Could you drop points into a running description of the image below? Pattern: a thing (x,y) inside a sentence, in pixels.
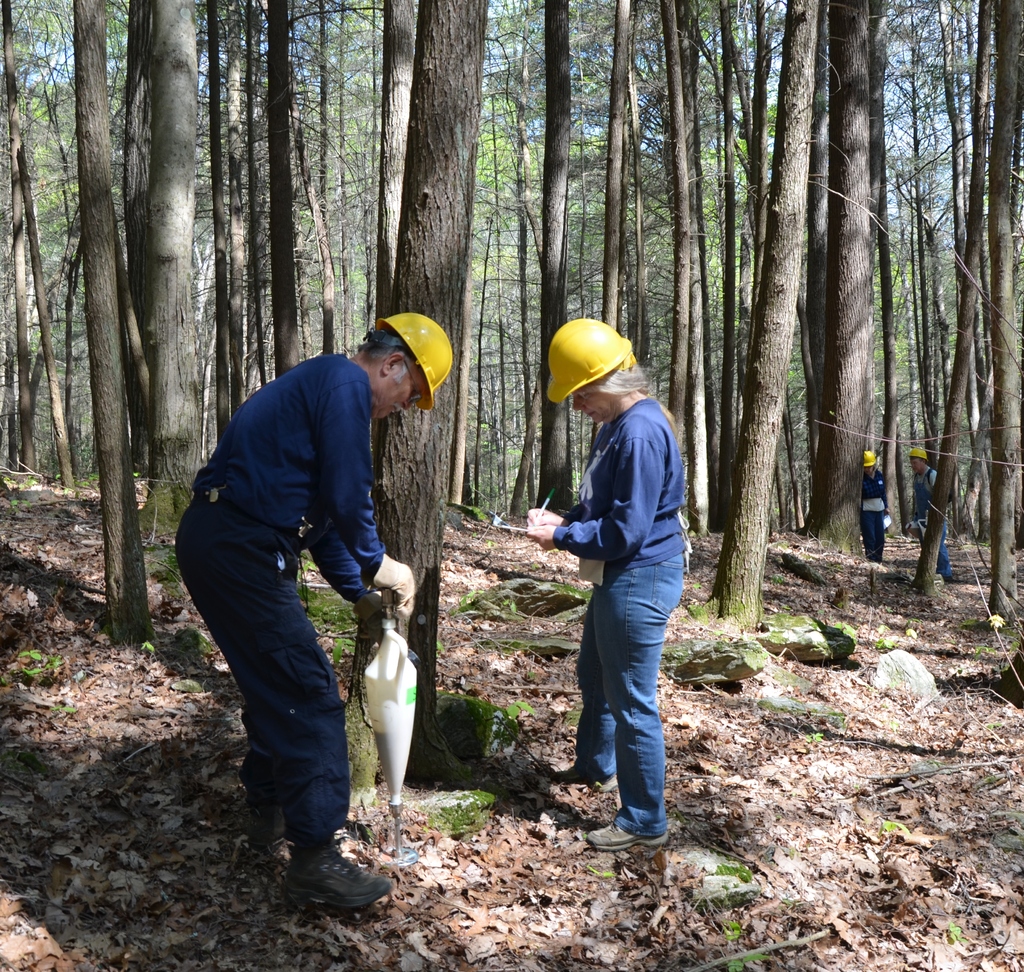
In this picture there is a person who is standing on the left side of the image (322,423), he is digging the floor (746,786) and there is a lady (571,533) who is standing in the center of the image (595,368) and there are other people (941,533) on the right side of the image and there are trees (497,185) around the area of the image.
